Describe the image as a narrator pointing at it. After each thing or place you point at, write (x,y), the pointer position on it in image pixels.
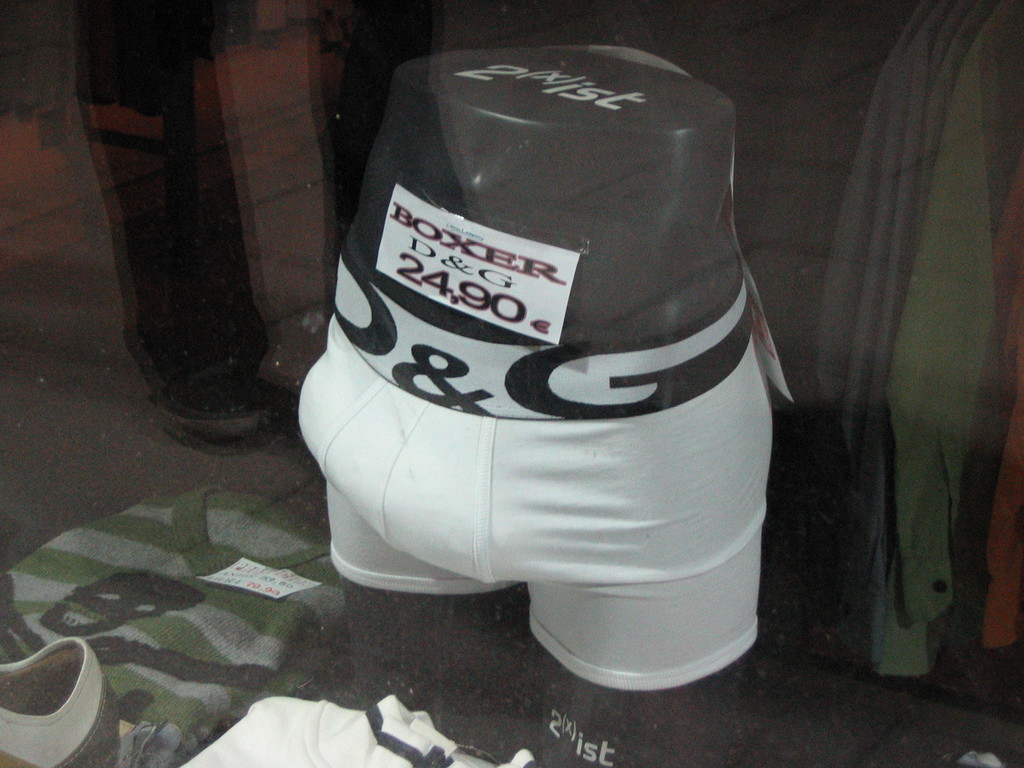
In this image I can see short (675,422) to the mannequin (543,135), around I can see some shirts (359,755).
